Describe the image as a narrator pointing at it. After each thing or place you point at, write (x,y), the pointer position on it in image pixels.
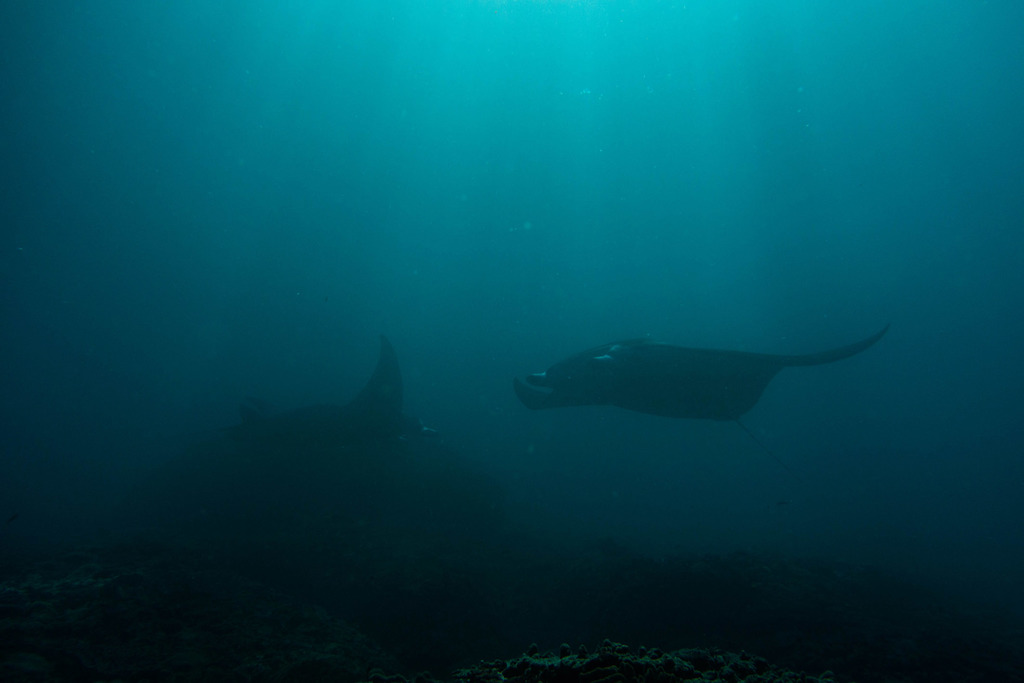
In this picture there are marine animals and plants (739,678) in the water (564,559).
